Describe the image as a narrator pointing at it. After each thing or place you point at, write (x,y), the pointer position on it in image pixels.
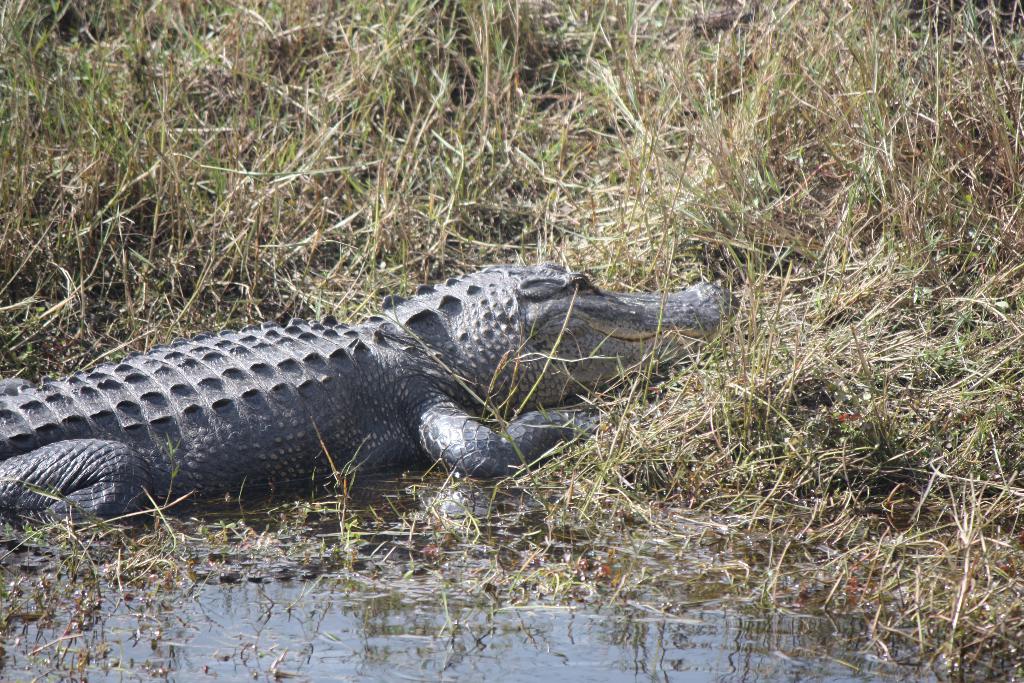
In this image we can see a crocodile (475,434) in the water (270,609). In the background (181,172), we can see some plants (647,134).
